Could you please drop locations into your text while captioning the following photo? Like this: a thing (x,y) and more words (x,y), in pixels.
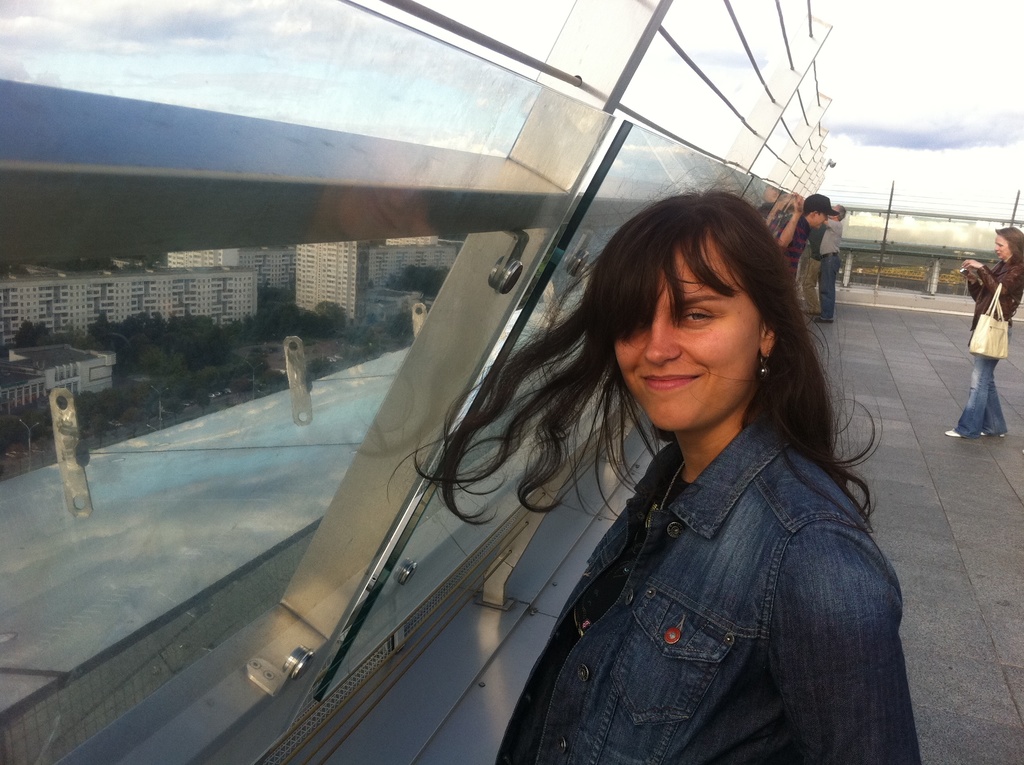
At the right side of the image (710,419) we can see a woman (787,533) smiling, she is wearing clothes (773,437) and behind her there are other people (979,391). There is a glass window (168,278) and out of the window (172,307) we can see there are many buildings (170,292) and trees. This is a footpath (949,547) and a cloudy sky (886,80).
